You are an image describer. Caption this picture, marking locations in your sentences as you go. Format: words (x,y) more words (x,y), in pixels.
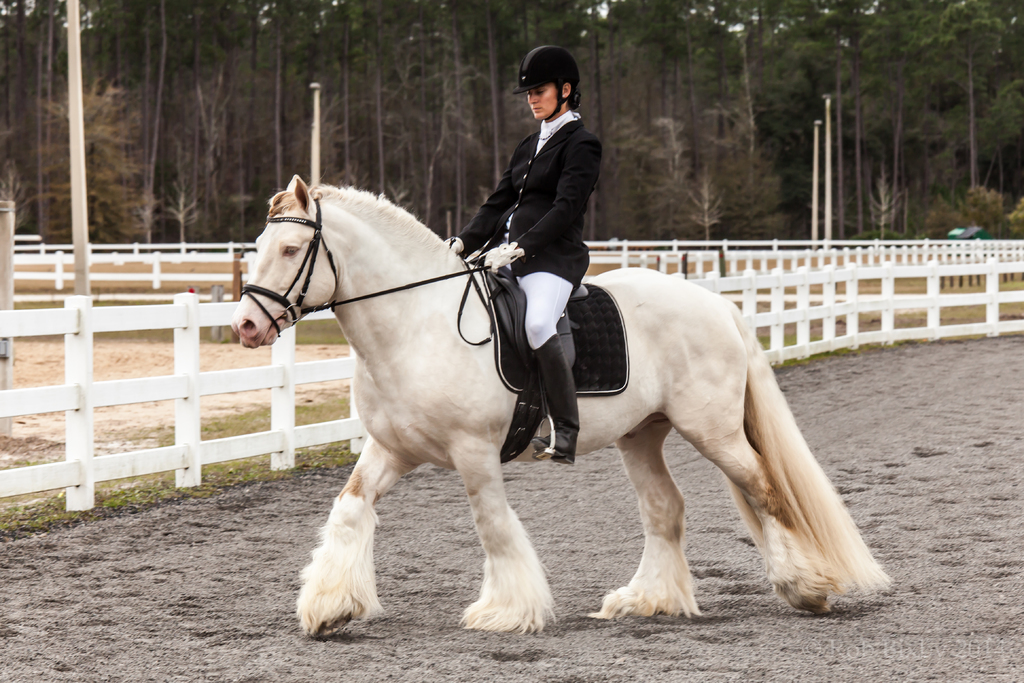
In this picture there is a person (509,258) sitting on a horse (424,332). There are many trees (803,74) at the background (684,156).
